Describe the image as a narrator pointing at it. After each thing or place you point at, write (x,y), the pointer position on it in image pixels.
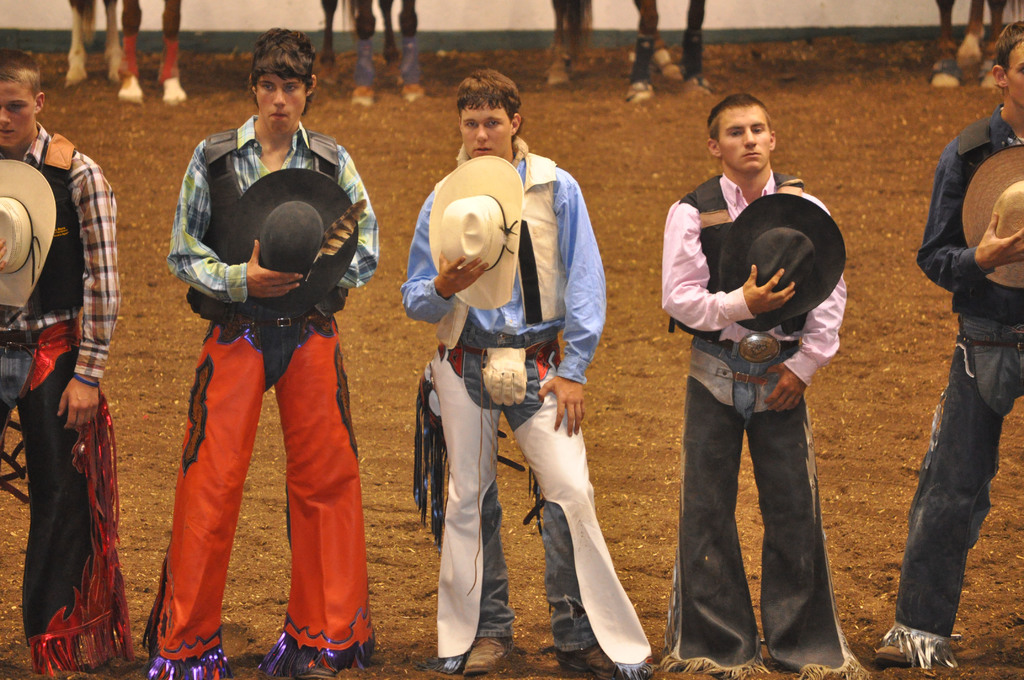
There are five men (564,214) standing in front of the picture and all of them are holding hats (482,231) in their hands (556,399). Behind them, we see soil (638,399). In the background (77,79), there are four horses (689,28). Behind the horses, we see a wall (796,27) in white color.
